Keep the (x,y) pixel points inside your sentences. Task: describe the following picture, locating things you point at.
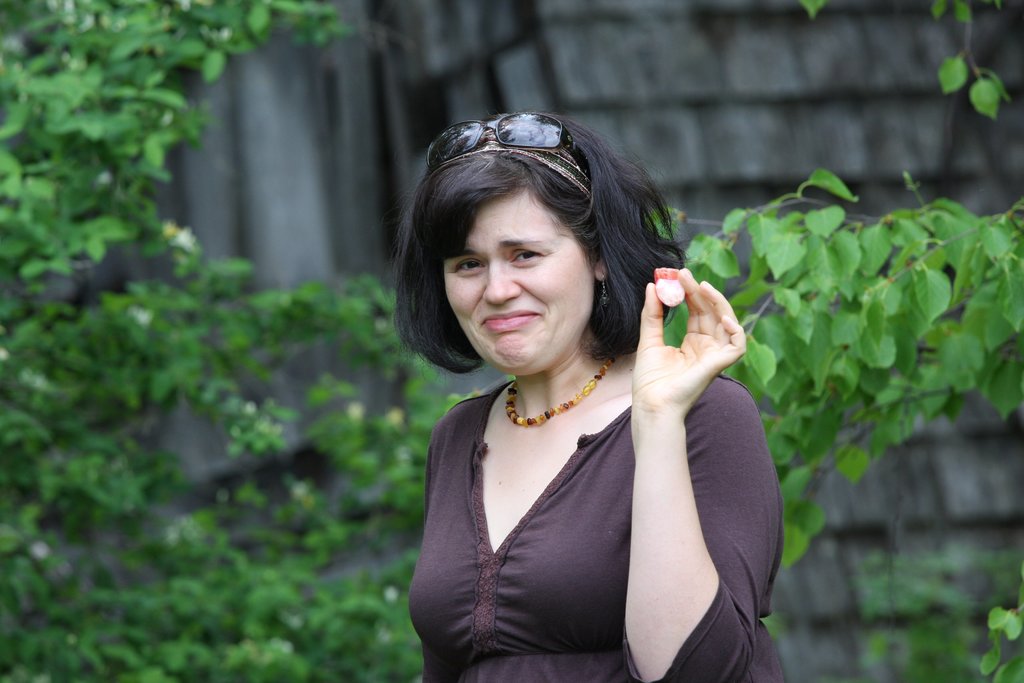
There is a woman (544,370) holding object (669,292) and wore glasses (520,136). Background (4,185) we can see leaves (835,323).
